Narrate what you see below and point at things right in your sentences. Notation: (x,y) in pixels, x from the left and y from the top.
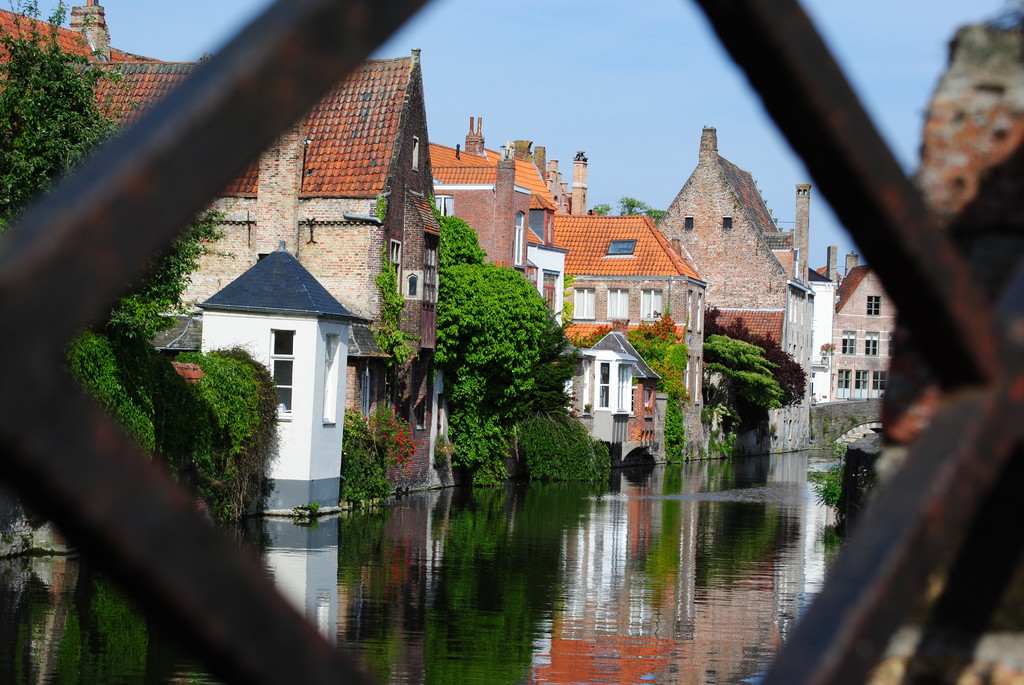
In this picture we can see a fence (298,644). There is water (561,529). We can see some plants (40,159) on the houses (532,211). There are a few reflections (604,575) visible on the water (405,604).
